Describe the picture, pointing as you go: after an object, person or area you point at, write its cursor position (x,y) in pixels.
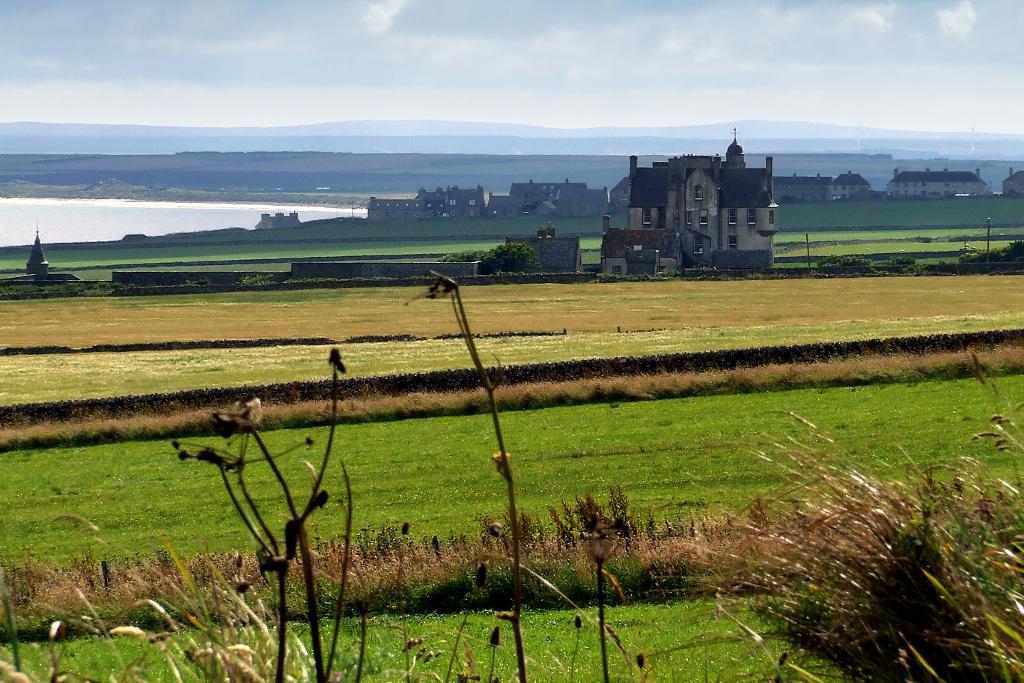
Here at the bottom (499,640) we can see grass (399,527). In the background (338,305) we can see buildings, grass (478,301), poles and clouds (651,49) in the sky (678,89). On the left (213,219) there is water (89,227).
